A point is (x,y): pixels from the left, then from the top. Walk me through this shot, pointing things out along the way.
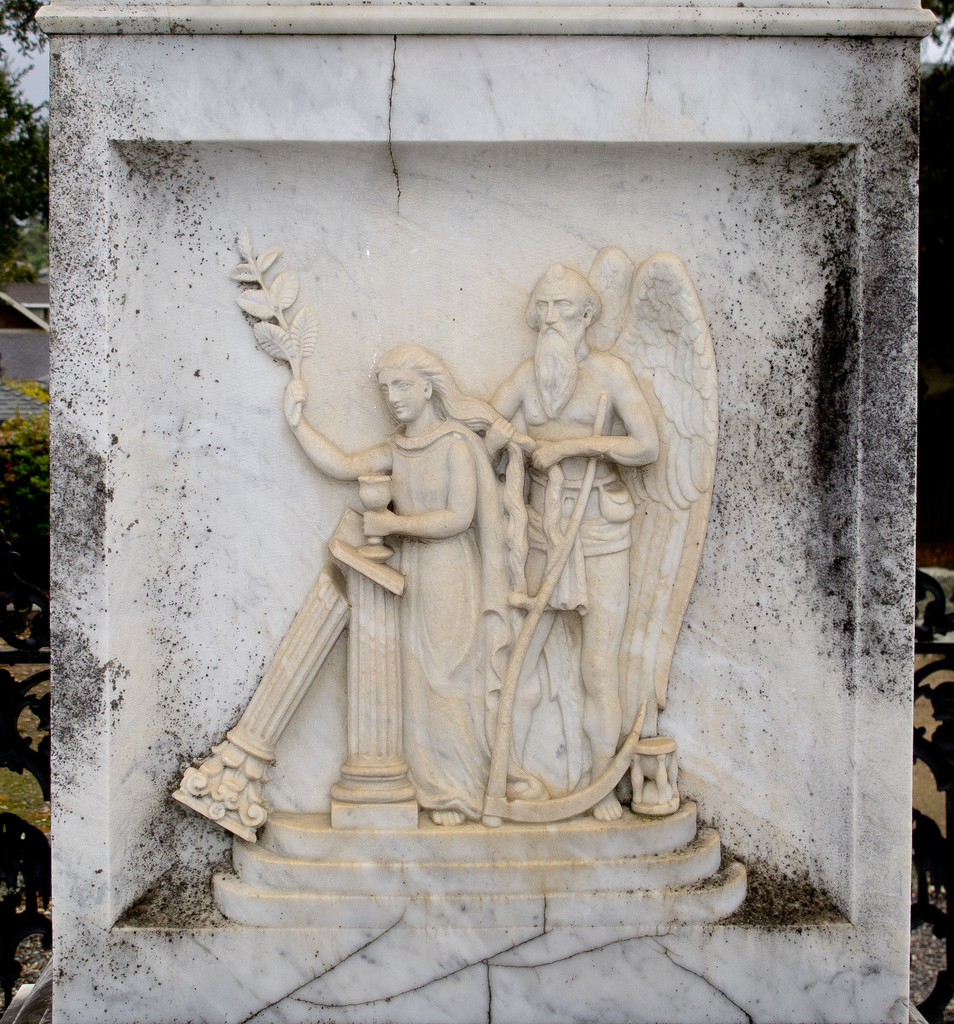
In the picture I can see sculpture (489,611) of a man (543,447), a woman (461,715) and some other things (526,820). In the background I can see the sky (14,57) and a tree (0,126).
